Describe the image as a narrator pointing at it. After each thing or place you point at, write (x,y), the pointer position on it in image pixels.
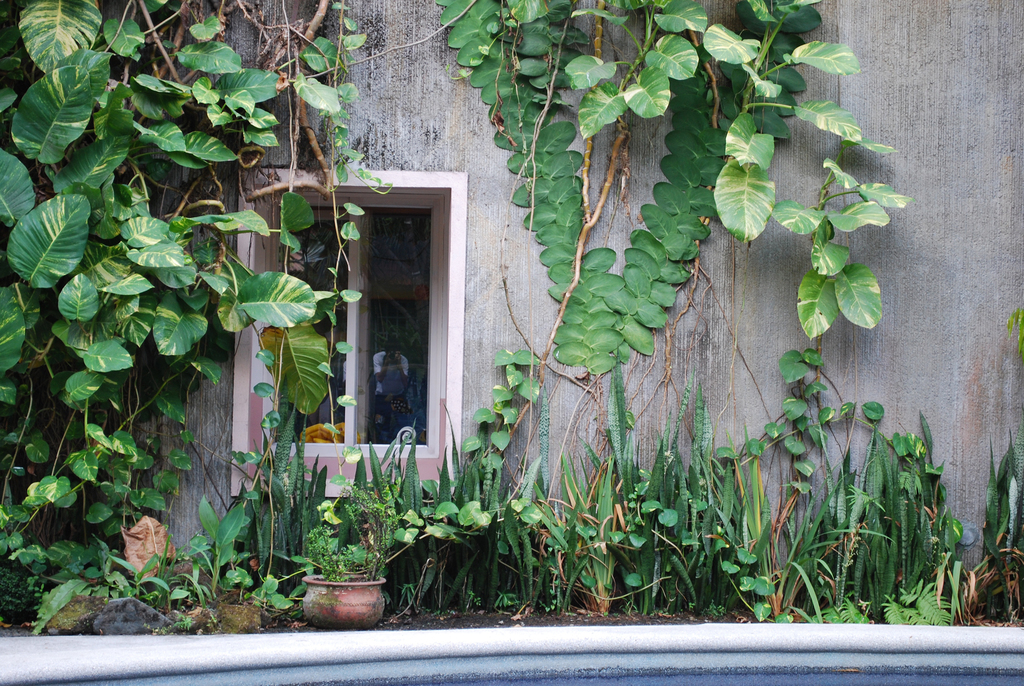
In this picture I can see number of plants (381,497) and I can see the wall (935,32) and I see a window (375,299) in the middle of this picture (395,333).
